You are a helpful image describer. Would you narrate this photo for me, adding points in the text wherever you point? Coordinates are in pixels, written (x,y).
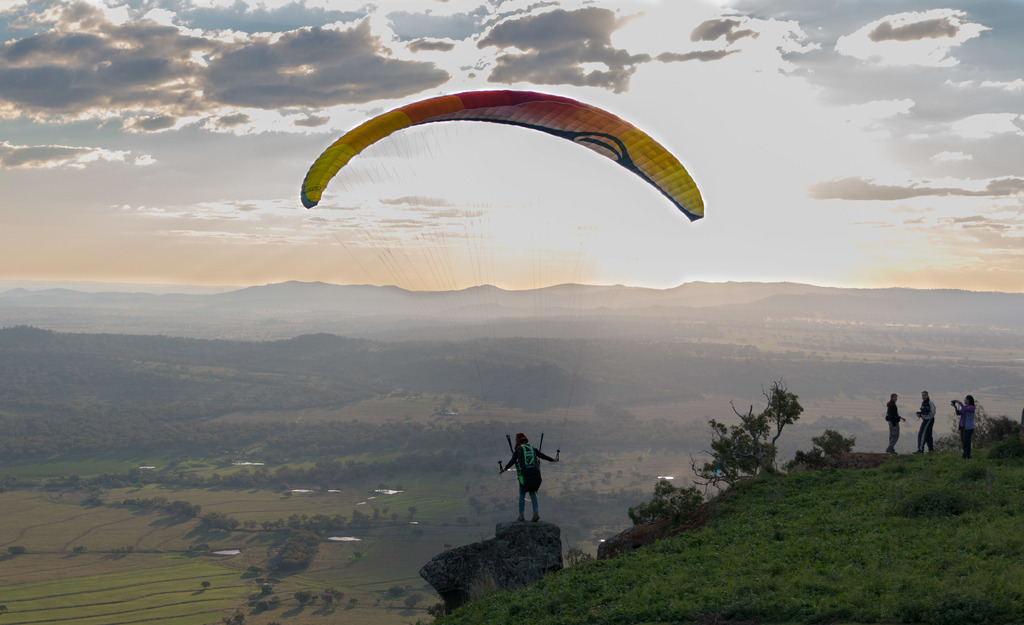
In this image we can see people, grass (763,541), plants (787,405), paragliding (620,149) and hill (287,283). Background (878,272) we can see cloudy sky (824,263).
